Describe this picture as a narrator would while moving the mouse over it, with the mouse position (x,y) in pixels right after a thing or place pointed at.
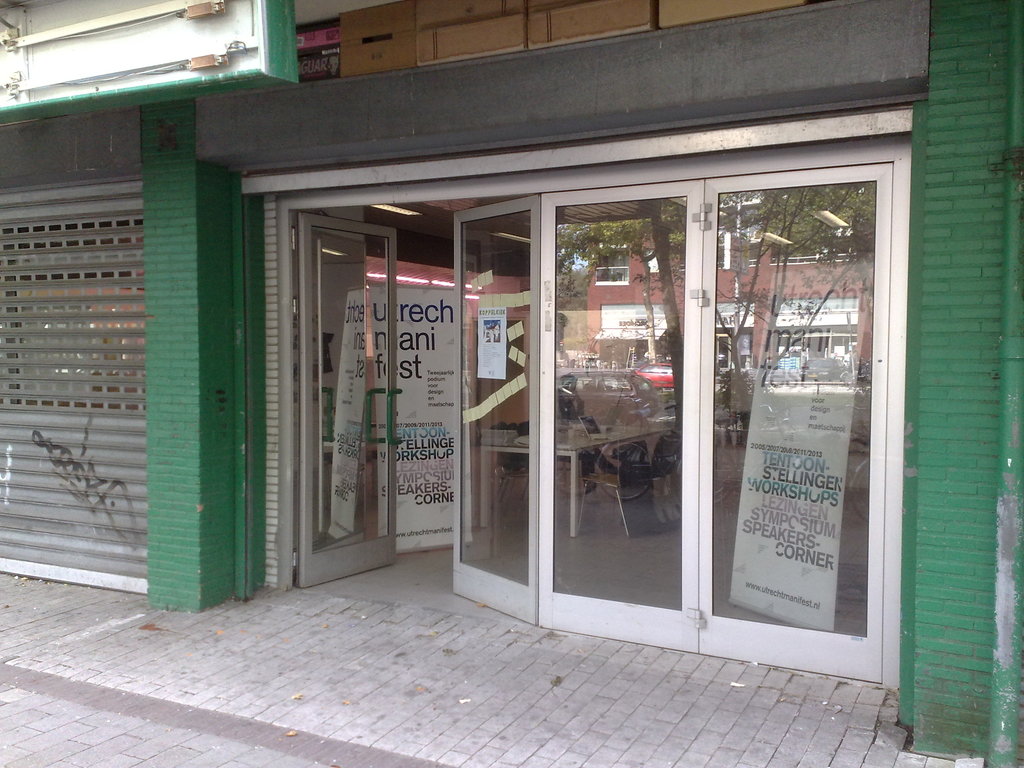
In this image we can see a building (598,401) with the glass doors (517,575) and a shutter (141,520). We can also see some banners (340,430) with text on it, a table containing some objects (586,421) on it and a chair (613,479) inside a building (608,535). At the top left (280,7) we can see some lights (147,72) to a board (236,72). On the right side (1023,429) we can see a pipe (1015,544).
